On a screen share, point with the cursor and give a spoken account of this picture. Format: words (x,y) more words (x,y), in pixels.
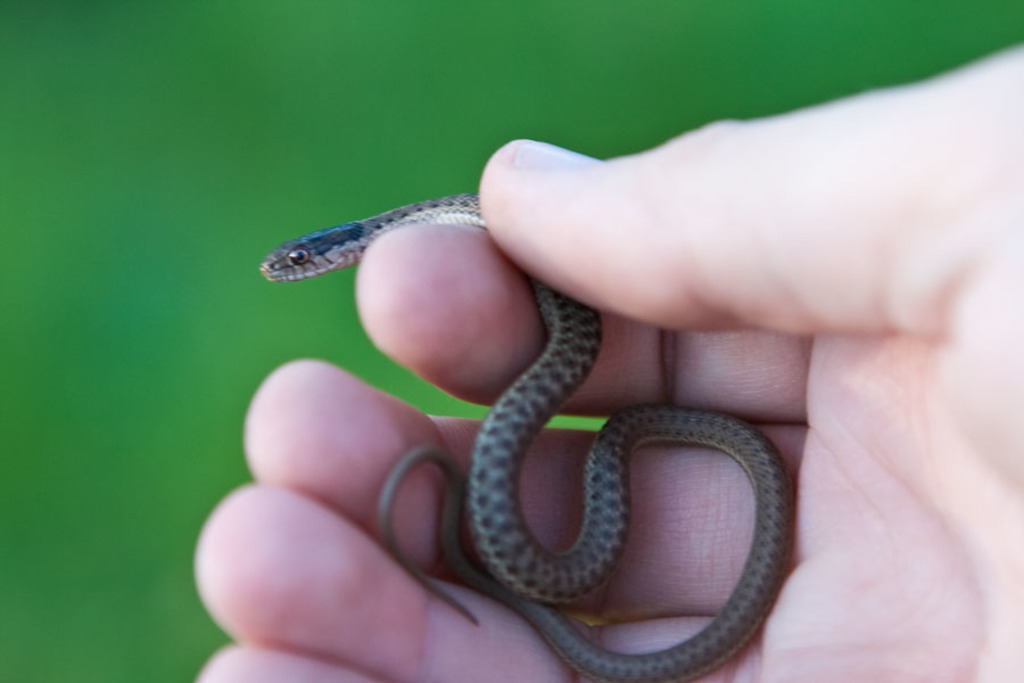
In this image there is a snake (519,431) in a person's hand (710,312).
